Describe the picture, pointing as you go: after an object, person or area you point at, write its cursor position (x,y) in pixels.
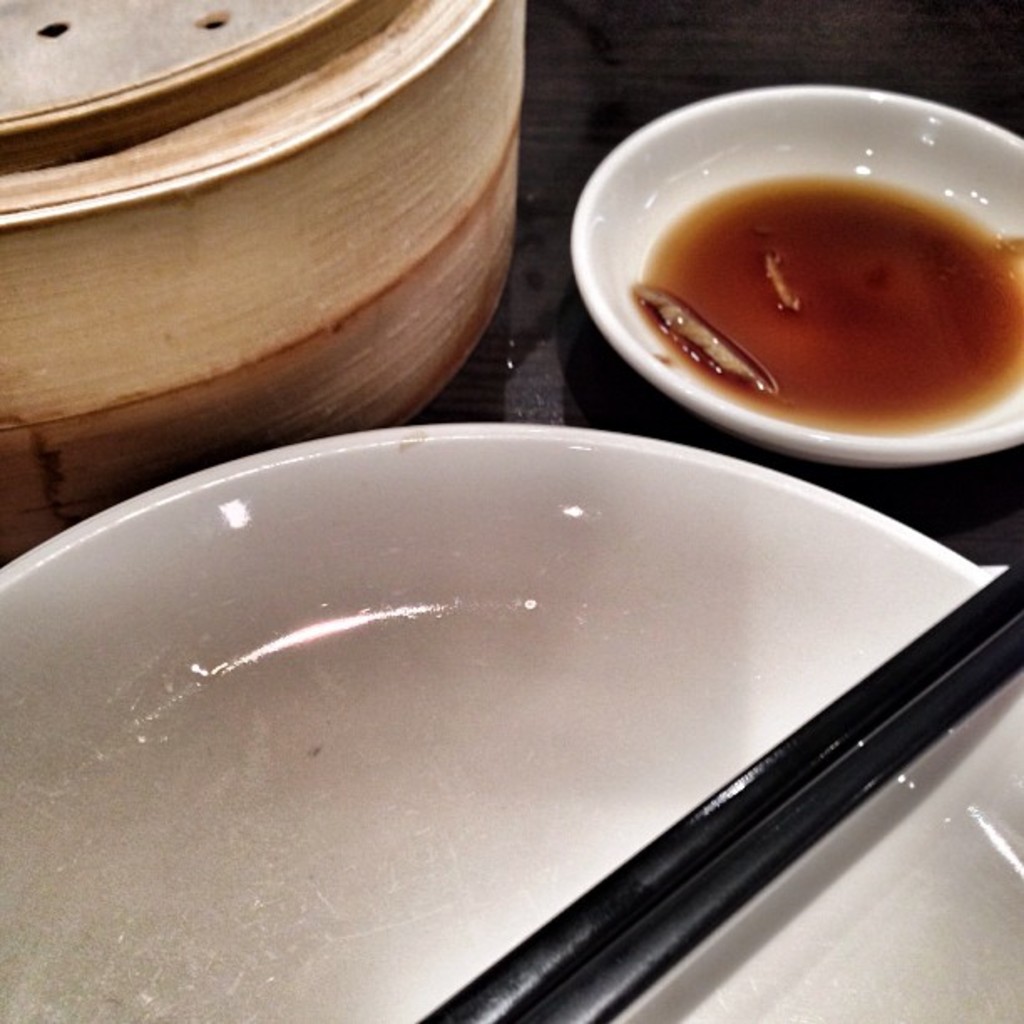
In this image there is plate (577,541), 2 chopsticks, sauce (828,358) in bowl (881,164) in a table (533,176).
